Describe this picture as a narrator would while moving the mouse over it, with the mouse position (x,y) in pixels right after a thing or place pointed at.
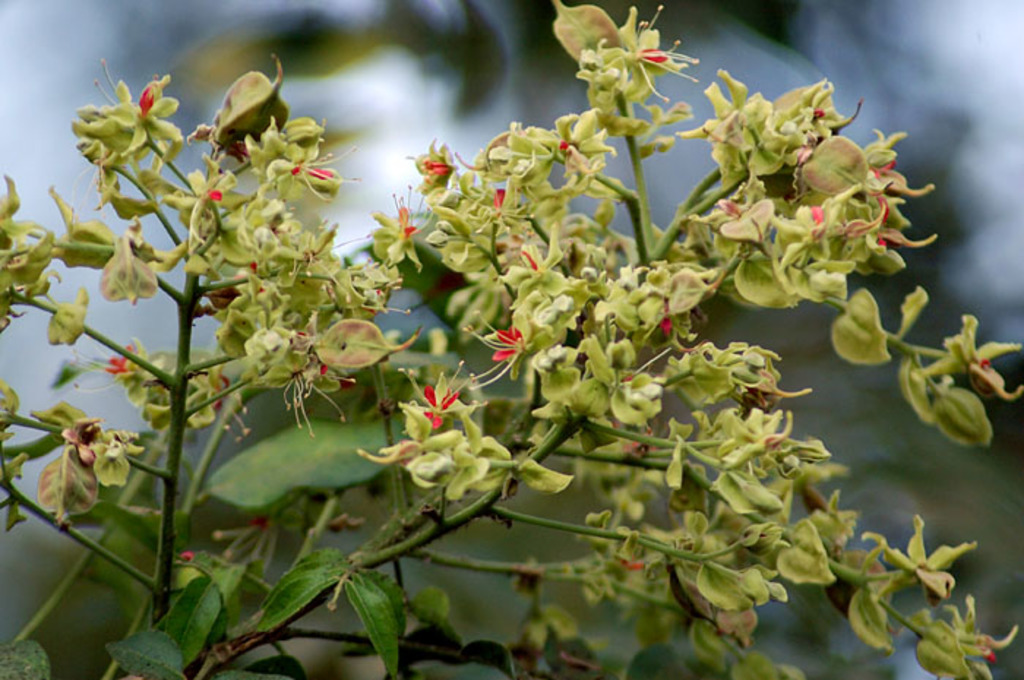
In the image we can see there are flowers (506,354) on the plants (432,158) and background of the image (685,11) is blurred.
